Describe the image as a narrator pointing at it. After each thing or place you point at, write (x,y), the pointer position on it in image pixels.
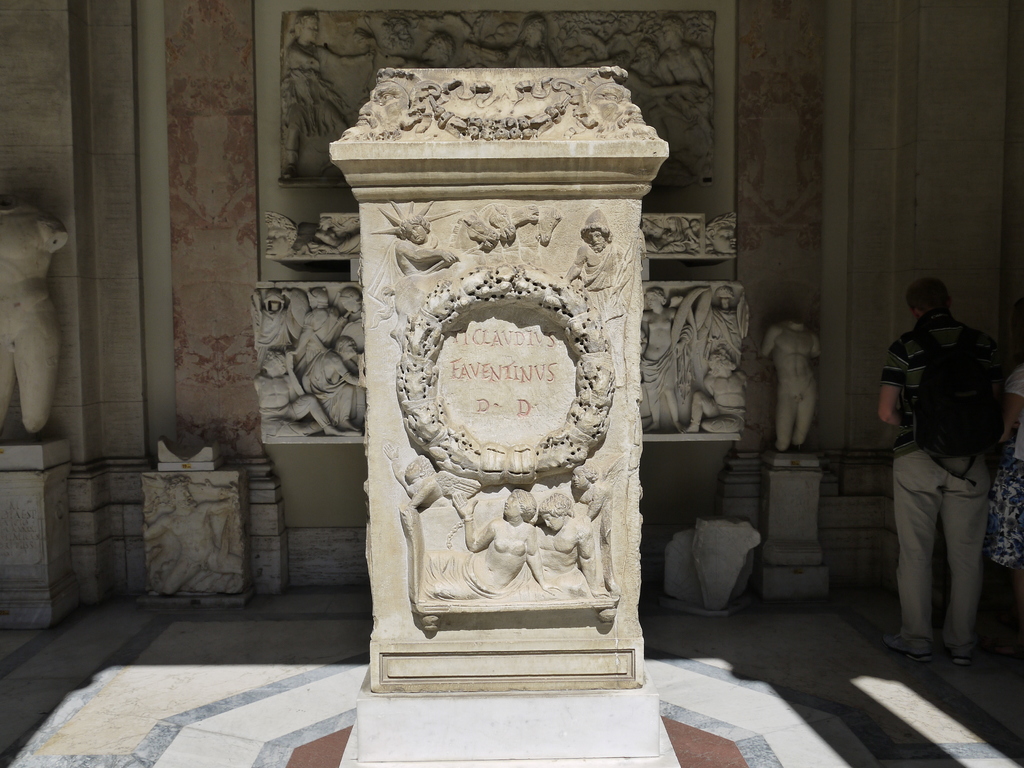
In this picture I can observe a stone (540,219) in the middle of the picture (382,385). There are some carvings (481,224) on the stone (478,317). On the right side (931,441) I can observe a person (901,457) standing on the floor (864,663). In the background (651,206) I can observe a wall (212,284) and there are some carvings (330,85) on the wall (737,88).
